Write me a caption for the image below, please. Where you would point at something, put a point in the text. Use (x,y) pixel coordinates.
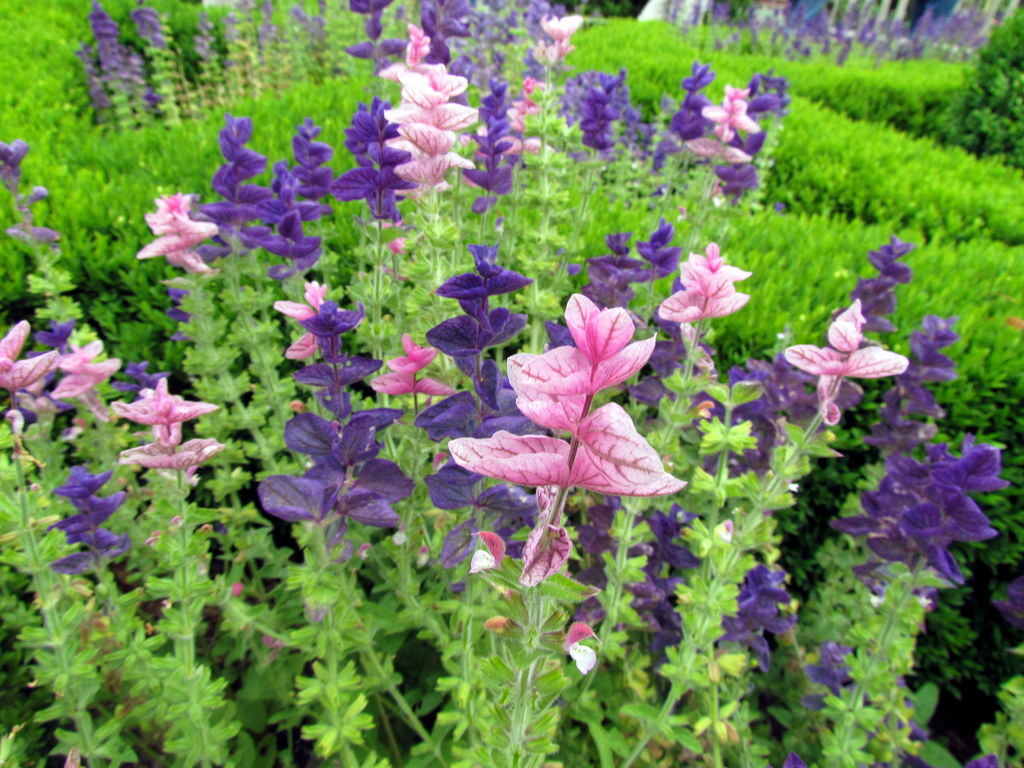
In this image there are flowers (344,179) and plants (469,638).
